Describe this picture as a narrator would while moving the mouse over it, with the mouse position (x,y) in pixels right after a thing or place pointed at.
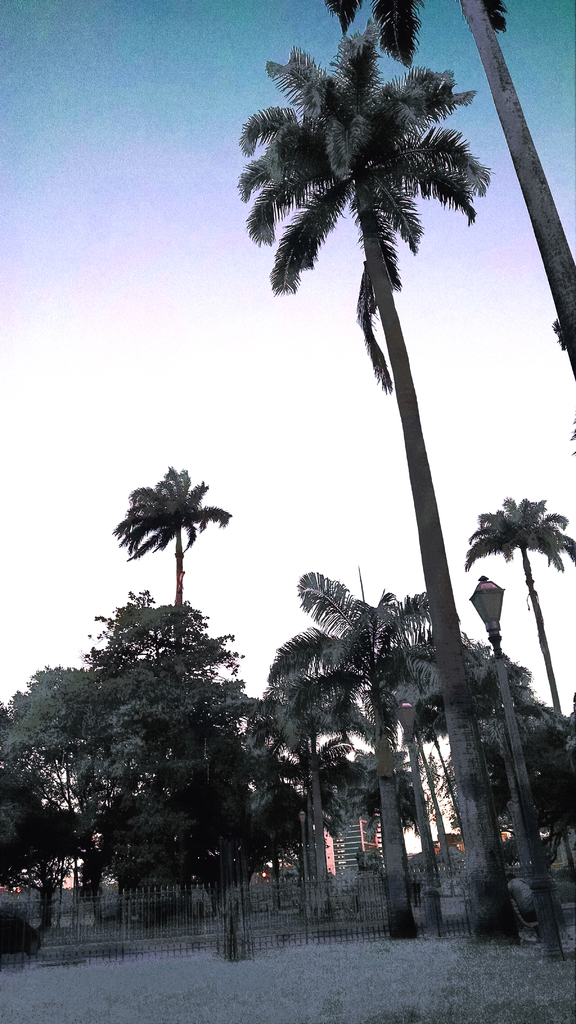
Here we can see a fence (288,936), trees (472,676), poles (547,916), lights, and buildings (378,847). In the background (233,469) there is sky (233,469).
